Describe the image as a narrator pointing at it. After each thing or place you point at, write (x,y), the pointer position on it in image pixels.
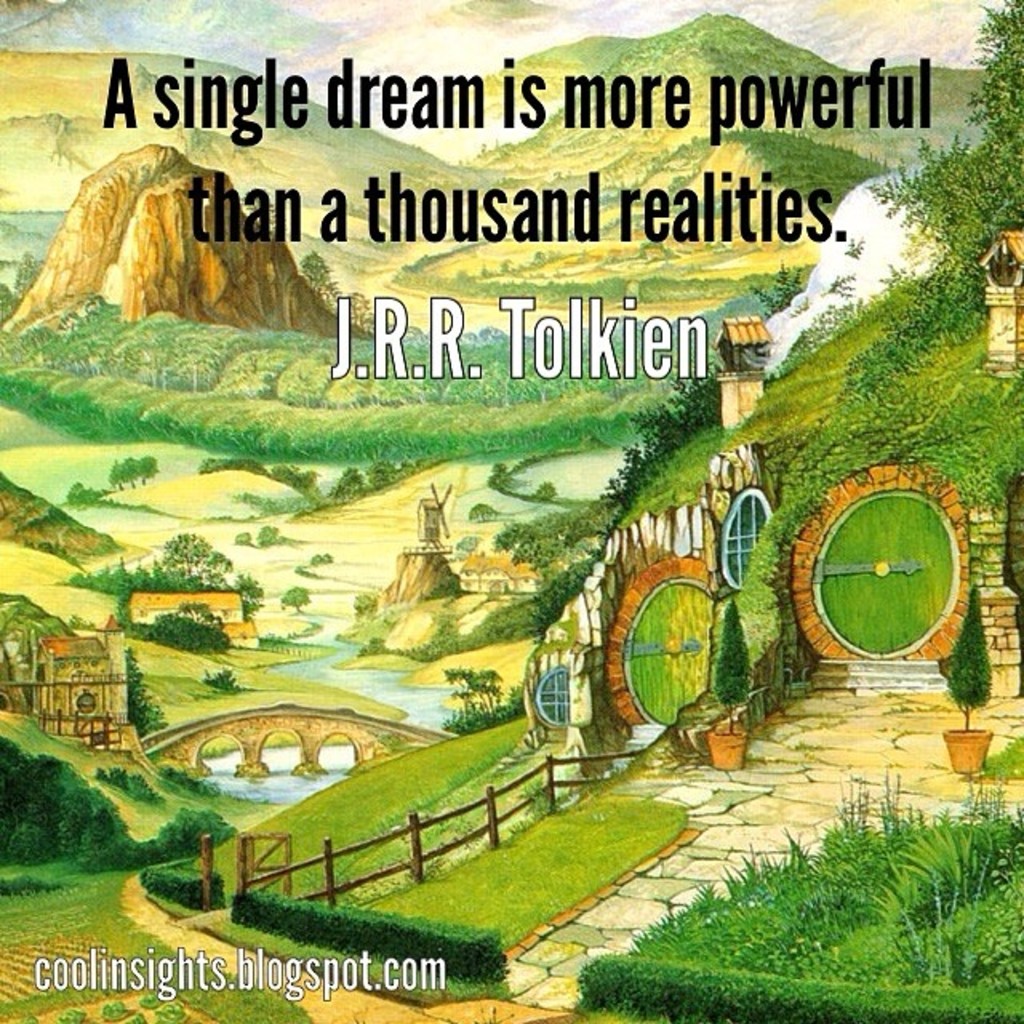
This is not a real image. In this image we can see depictions of houses (121,673), bridge (357,735), mountain (269,301), trees (121,478), river (345,650), grass (454,819) and there is some text (797,225).
